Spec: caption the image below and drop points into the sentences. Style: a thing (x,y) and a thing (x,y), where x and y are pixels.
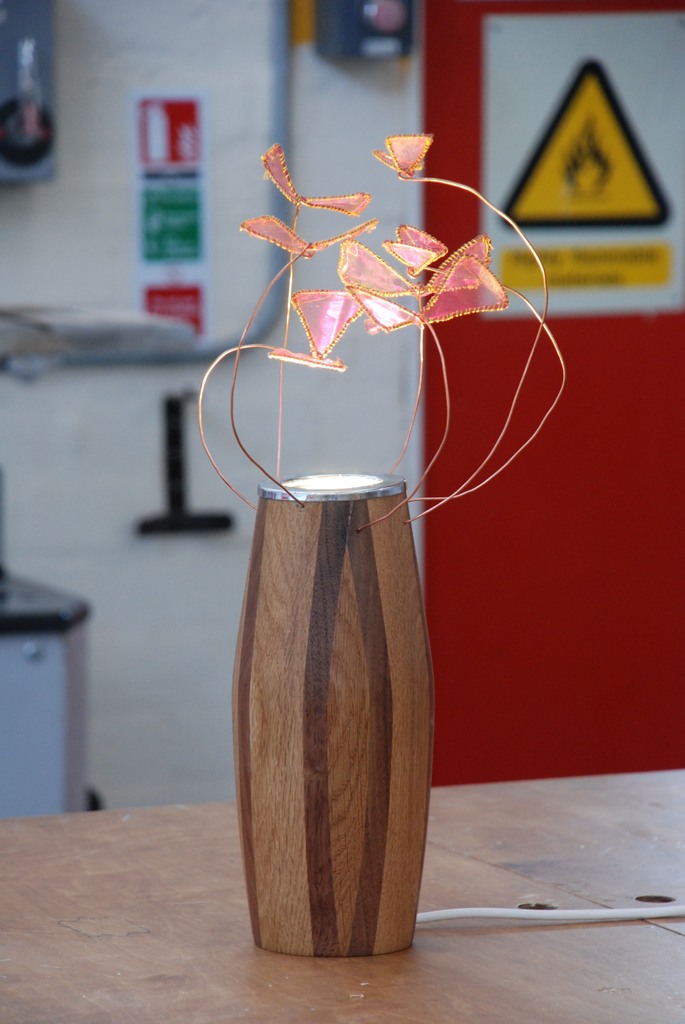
This image is taken indoors. In the background (247,472) there is a wall (264,454) with a pipeline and there is a board (560,271) with a text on it. At the bottom of the image (152,895) there is a table (223,965) with a wooden stand (319,648) on it and there are a few artificial flowers (337,320) on the wooden stand (340,528).
